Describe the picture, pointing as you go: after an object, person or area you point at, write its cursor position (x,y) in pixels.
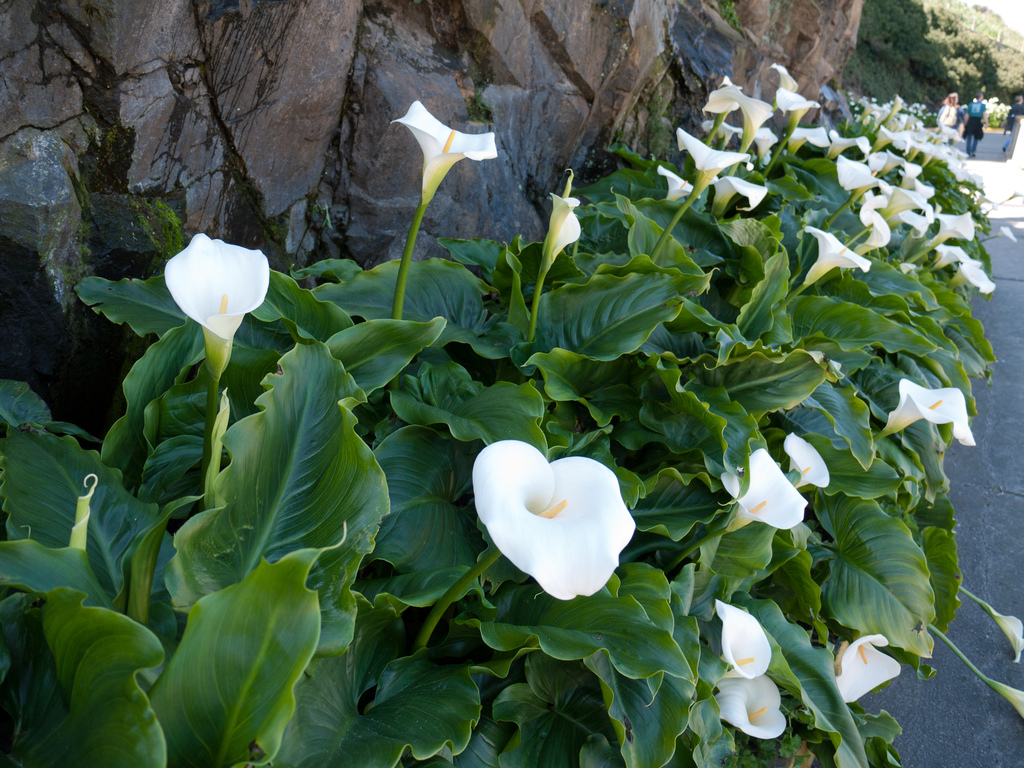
In this picture we can see the plants (619,410) and flowers (566,459). In the background of the image (81,401) we can see the rock (687,97) and trees (896,29). On the right side of the image (976,465) we can see some people (1008,122) are walking on the road (1015,390). In the top right corner (1016,17) we can see the sky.
